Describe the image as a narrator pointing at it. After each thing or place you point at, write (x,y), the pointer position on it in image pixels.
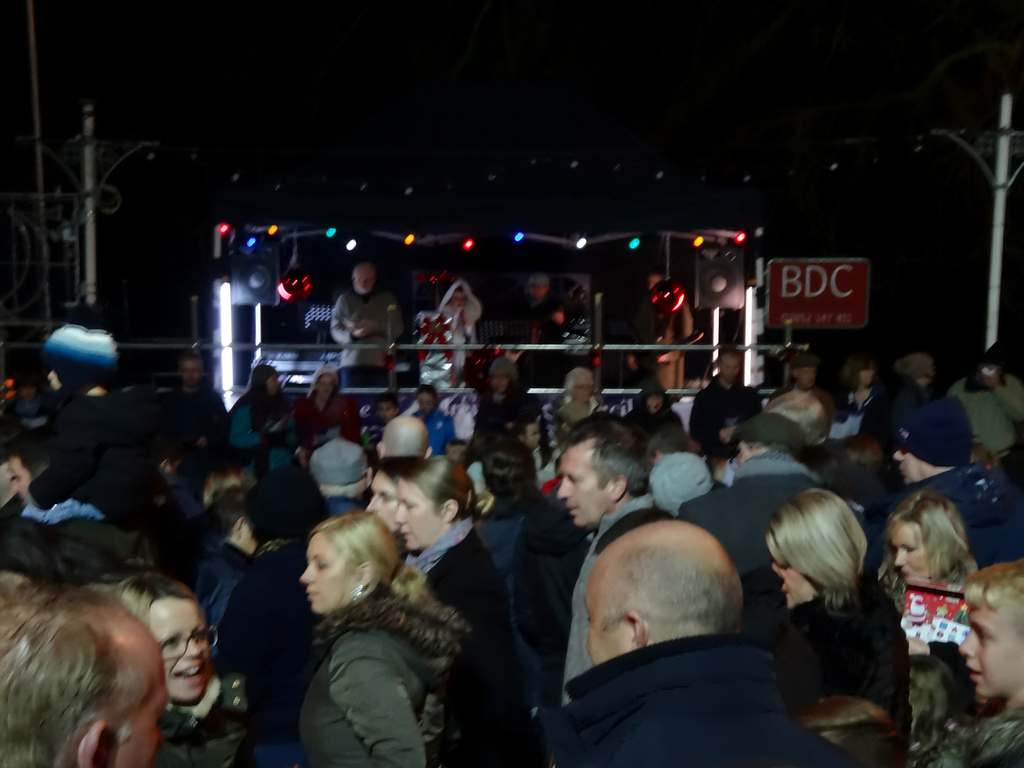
In the center of the image (584,408) we can see a few people (478,480) are standing. Among them, we can see a few people (694,422) are holding some objects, few people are wearing hats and one person (177,584) is wearing glasses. In the background (995,265), we can see tube lights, poles (37,105), string lights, speakers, one banner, fence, few people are standing and a few other objects (546,174).
